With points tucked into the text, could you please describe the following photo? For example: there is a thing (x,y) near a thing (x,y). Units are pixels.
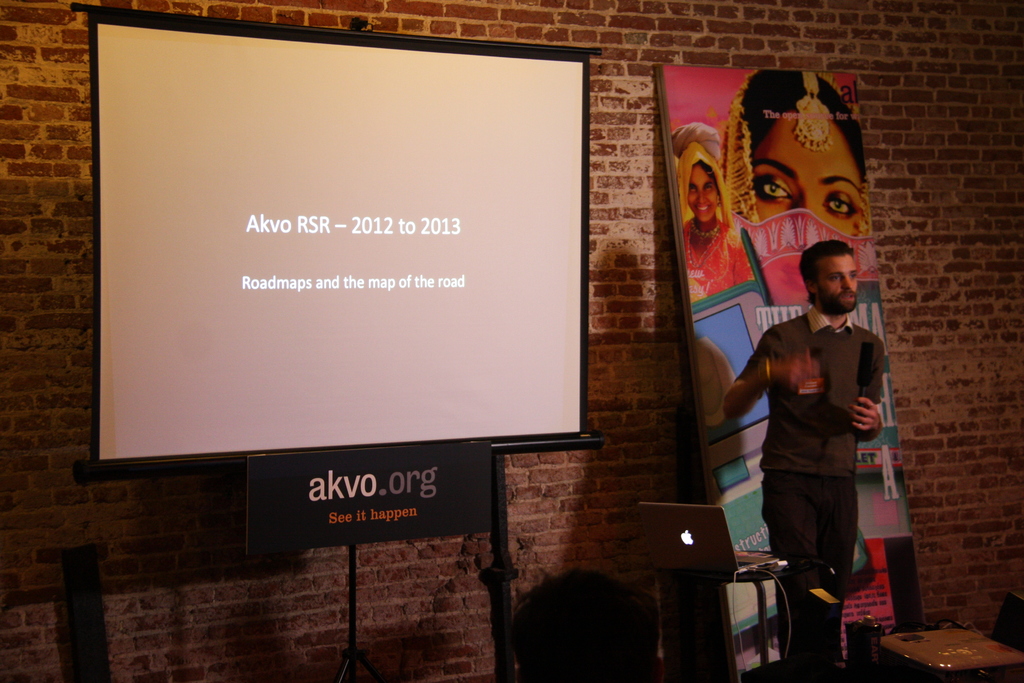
In this image we can see a person (837,536) speaking into a mic (860,393). There is a laptop (687,537) in the image. There is a projector screen (401,271) in the image. There are few objects (847,644) in the image.
